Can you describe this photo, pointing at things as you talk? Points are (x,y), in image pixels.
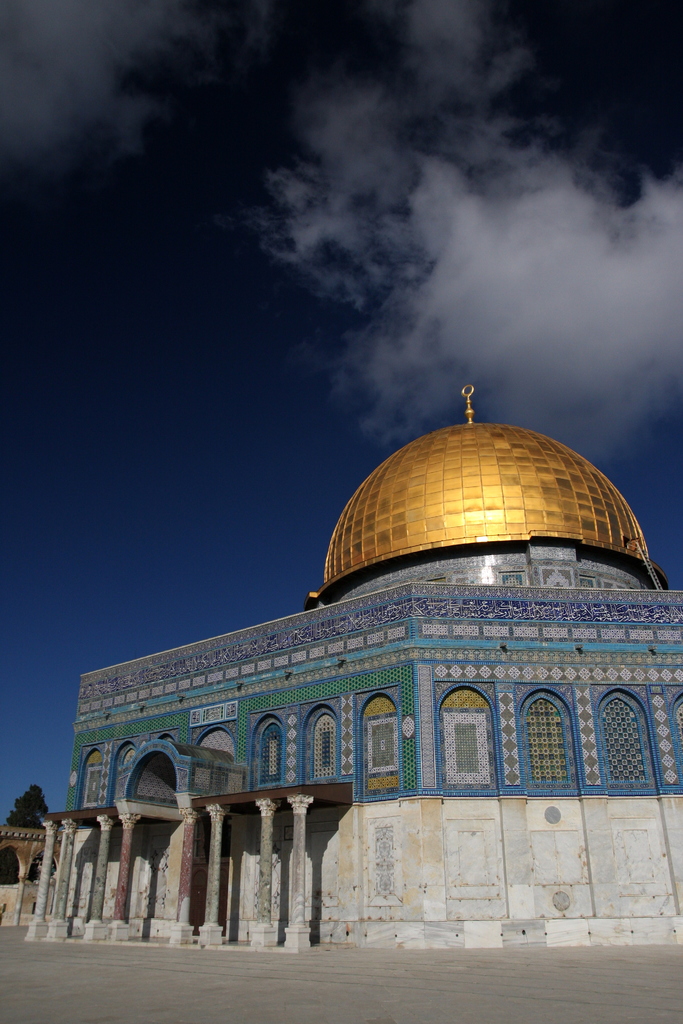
In this image I can see a building (299,753), clouds (451,312) and the sky (248,375) in the background (73,595).
